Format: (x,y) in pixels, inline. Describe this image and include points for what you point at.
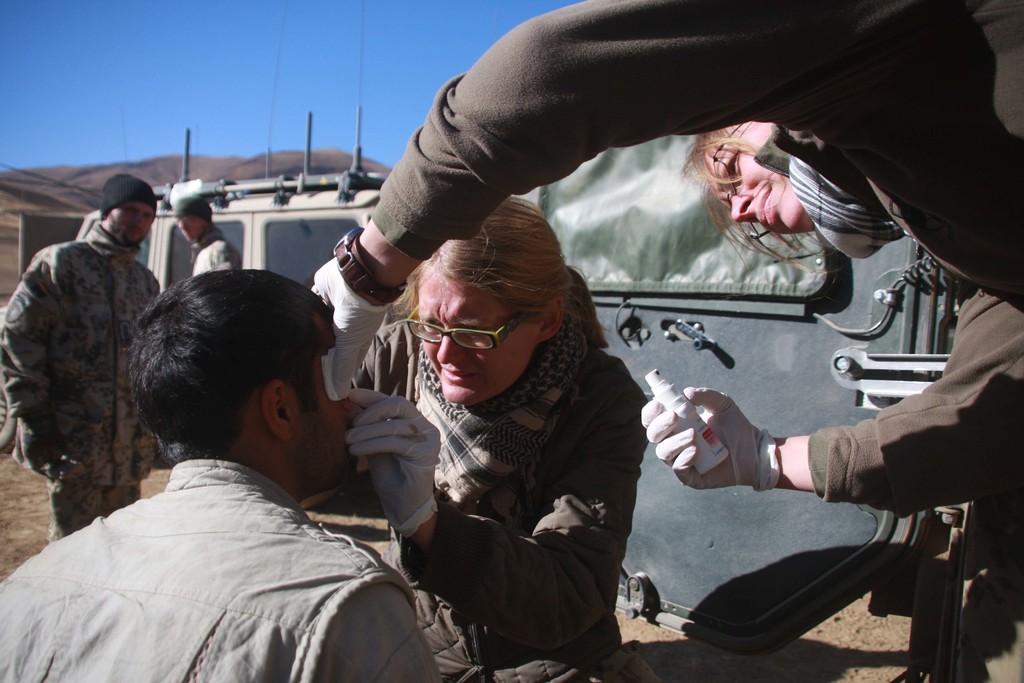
In this image we can see people (296,477). The person (966,240) standing on the right (921,457) is holding a spray (699,463). In the background (770,324) we can see vehicles (332,219) and there are hills (99,187). At the top (194,76) there is sky (194,76).
